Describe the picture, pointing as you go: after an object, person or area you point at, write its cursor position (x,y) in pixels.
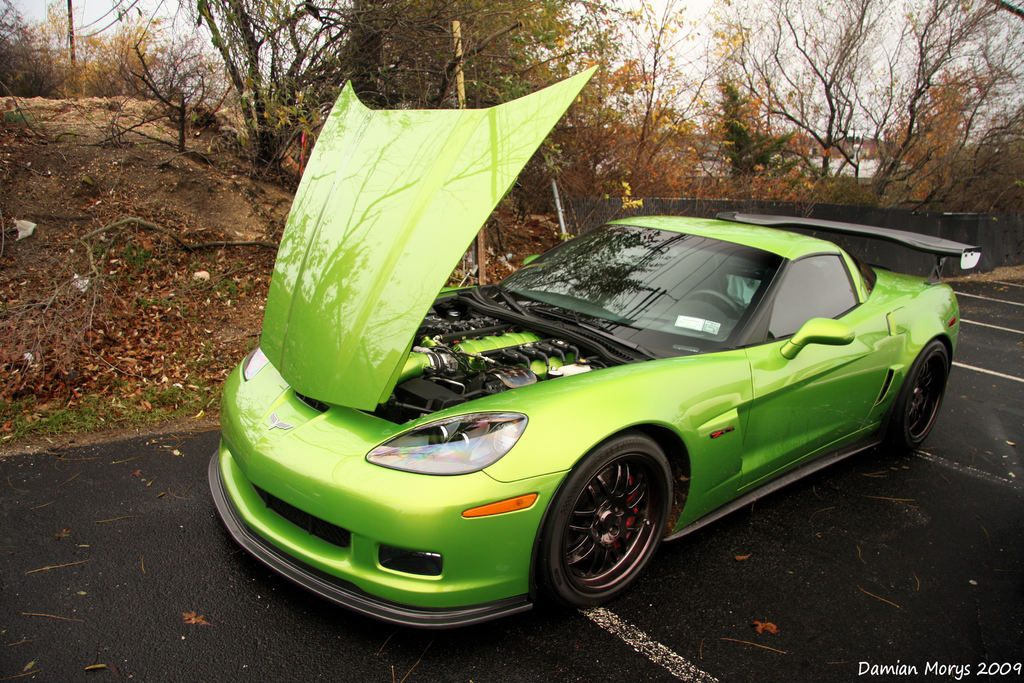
Here in this picture we can see a green colored sports car (556,438) present on the road (661,603) over there and we can see its bonnet (440,226) is opened and beside it we can see plants (611,170) and trees (592,172) present all over there.
